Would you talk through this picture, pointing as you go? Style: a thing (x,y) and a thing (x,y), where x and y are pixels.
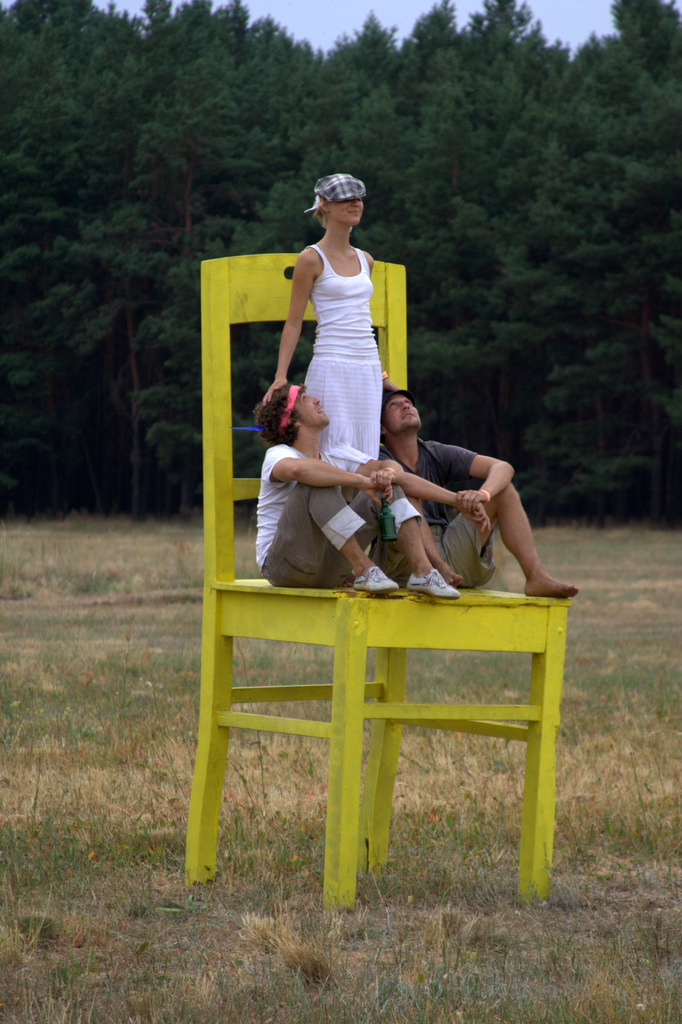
Here we can see a woman (347,435) and two men (413,520) on the chair (333,705). This is grass (64,882). In the background (414,142) we can see trees (498,220) and sky (373,7).
